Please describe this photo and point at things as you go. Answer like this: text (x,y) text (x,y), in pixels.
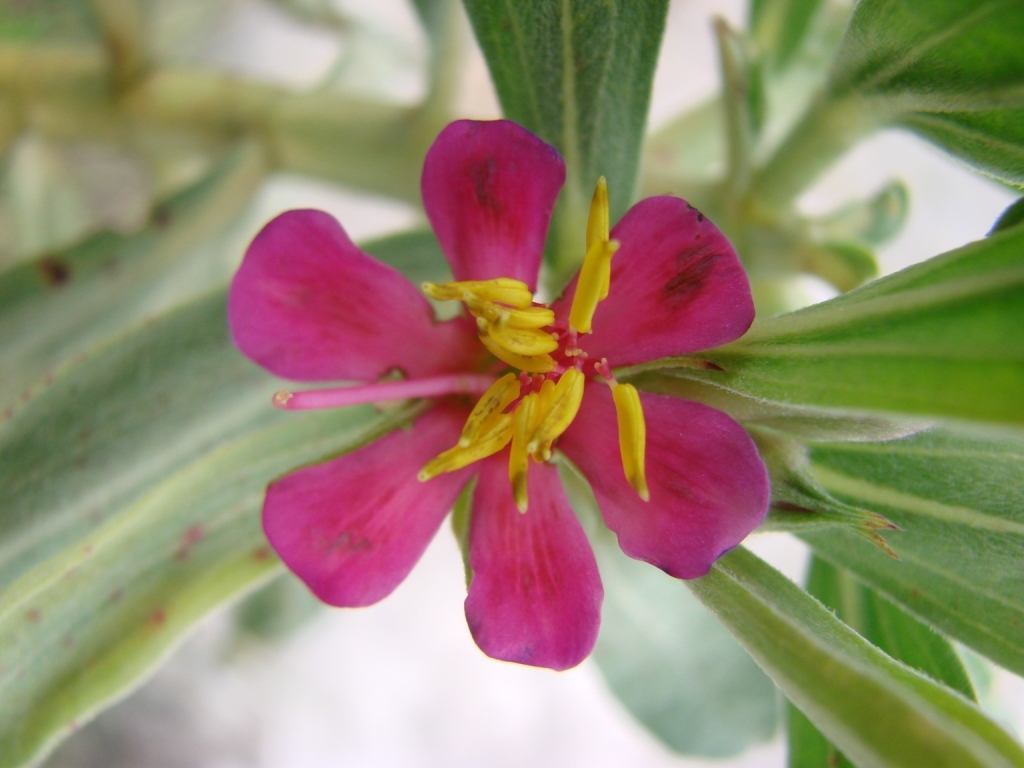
In the center of the image (485,366) a flower (446,366) is there. In the background of the image (113,631) leaves (21,466) are there.
